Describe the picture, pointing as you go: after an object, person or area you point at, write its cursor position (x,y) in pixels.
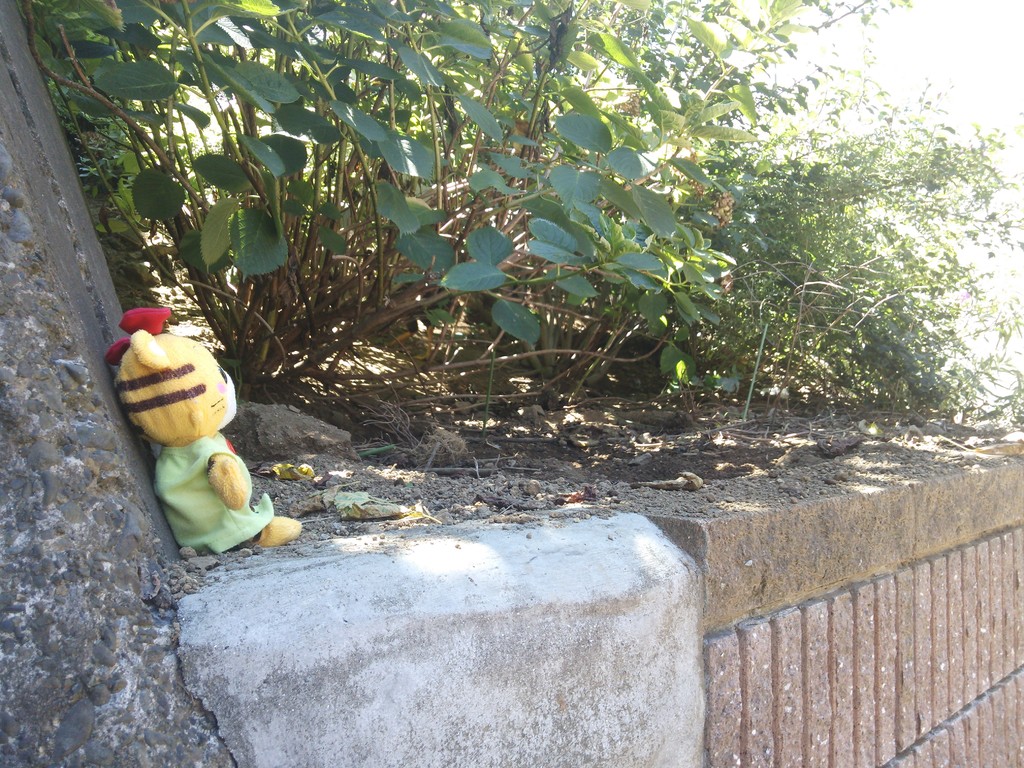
In this image at front (347,746) there is a wall (606,590) and on top of the wall (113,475) there is a toy (173,471). Beside the toy (170,510) there are plants (615,248).
